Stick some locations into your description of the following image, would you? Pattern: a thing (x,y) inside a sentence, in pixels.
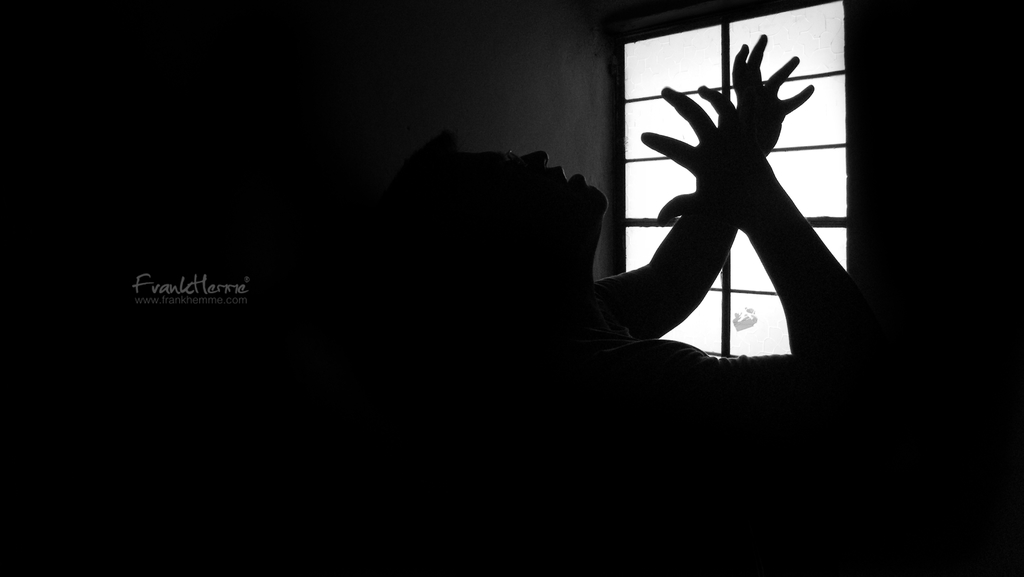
In the image we can see black and white picture of a person (506,364) and the window (815,158). On the left side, we can see watermark (196,305).
